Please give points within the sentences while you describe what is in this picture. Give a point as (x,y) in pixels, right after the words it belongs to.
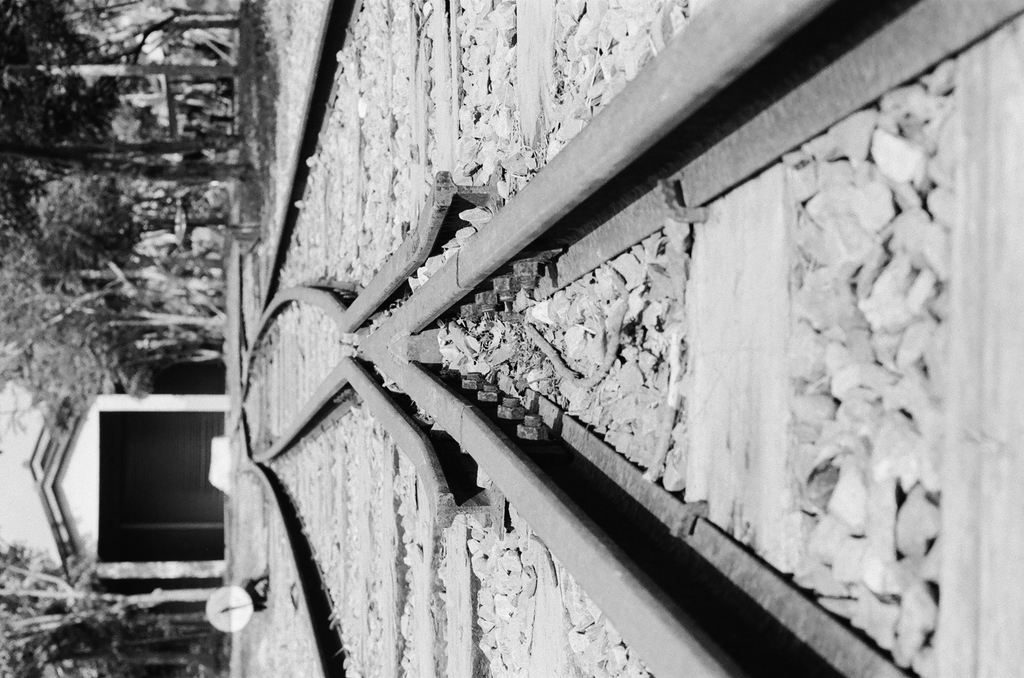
In this image there is a railway track (424,324) at right side of this image (761,191) and there is a shelter (81,483) at left side of this image (107,483) and there are some trees (147,344) at top left side of this image (129,137) and bottom left side of this image (110,634) as well.
